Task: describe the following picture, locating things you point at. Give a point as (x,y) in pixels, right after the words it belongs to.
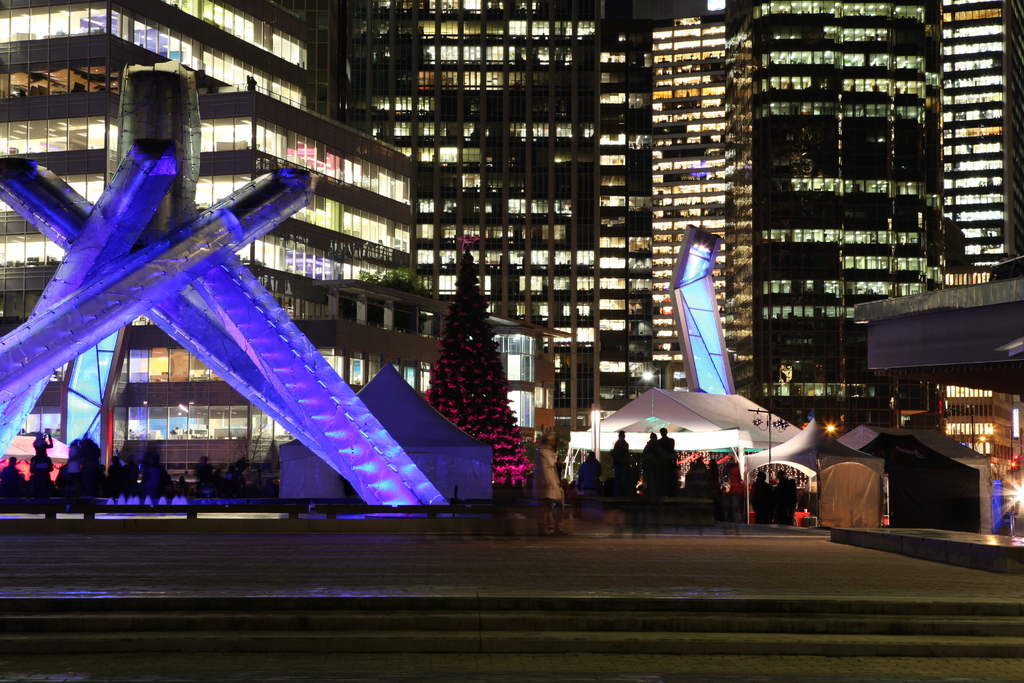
In this picture we can see the ground (532,572), steps (604,623), some people (581,495), tents (696,448), trees (479,414), lights (707,457), buildings (866,176) and some objects (44,350).
